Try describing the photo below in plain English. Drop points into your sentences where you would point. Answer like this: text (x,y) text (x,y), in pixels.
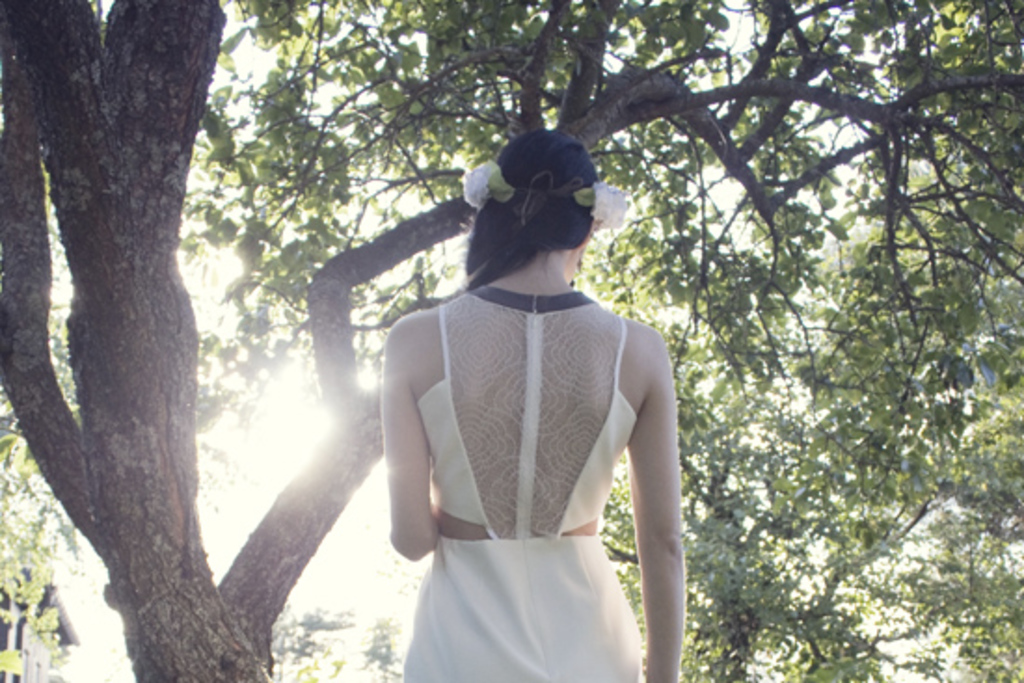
In this image there is a woman (522,553) standing, in the background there is a tree (778,413).
